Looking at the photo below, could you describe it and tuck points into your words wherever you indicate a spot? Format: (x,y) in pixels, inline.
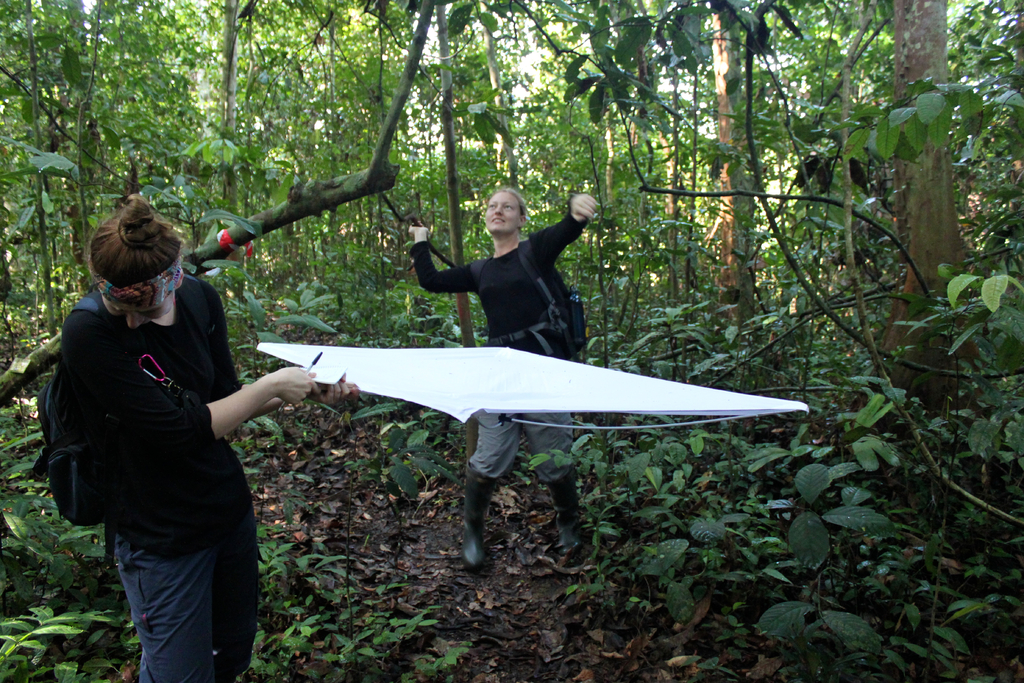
In this picture I can see two persons (571,507) standing and holding some objects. I can see plants (849,475), and in the background (873,296) there are trees (936,342) and the sky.
